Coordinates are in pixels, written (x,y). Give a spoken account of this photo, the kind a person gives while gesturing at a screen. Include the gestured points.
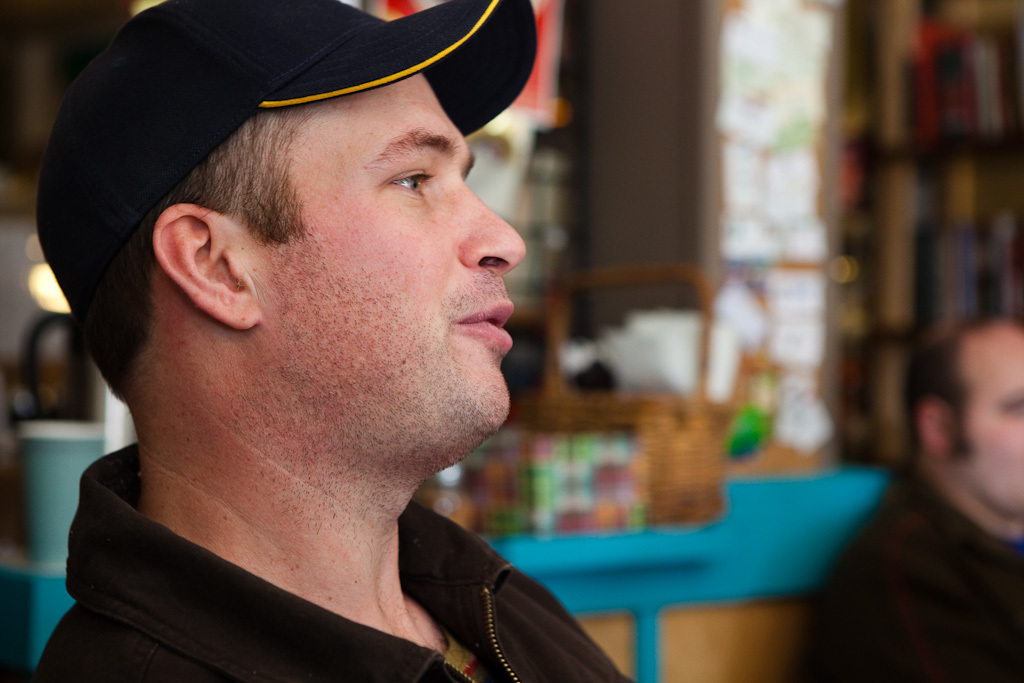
In this picture we can see there are two men (520,577). Behind the men (327,465), there is a basket (620,432) and the blurred background (815,220).
